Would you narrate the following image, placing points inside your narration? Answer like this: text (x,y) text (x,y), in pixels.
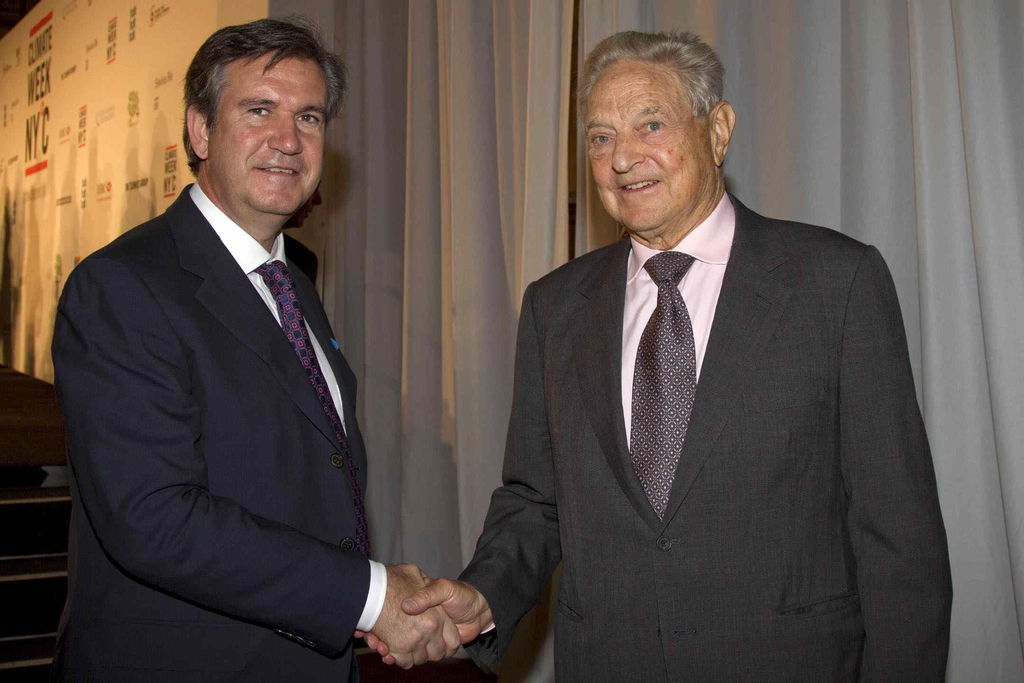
In this image we can see two persons (606,513) standing and shaking their hands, in the background (424,520), we can see the curtains (979,305) and the poster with some text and images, on the left side of the image (28,612) it looks like a cupboard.
